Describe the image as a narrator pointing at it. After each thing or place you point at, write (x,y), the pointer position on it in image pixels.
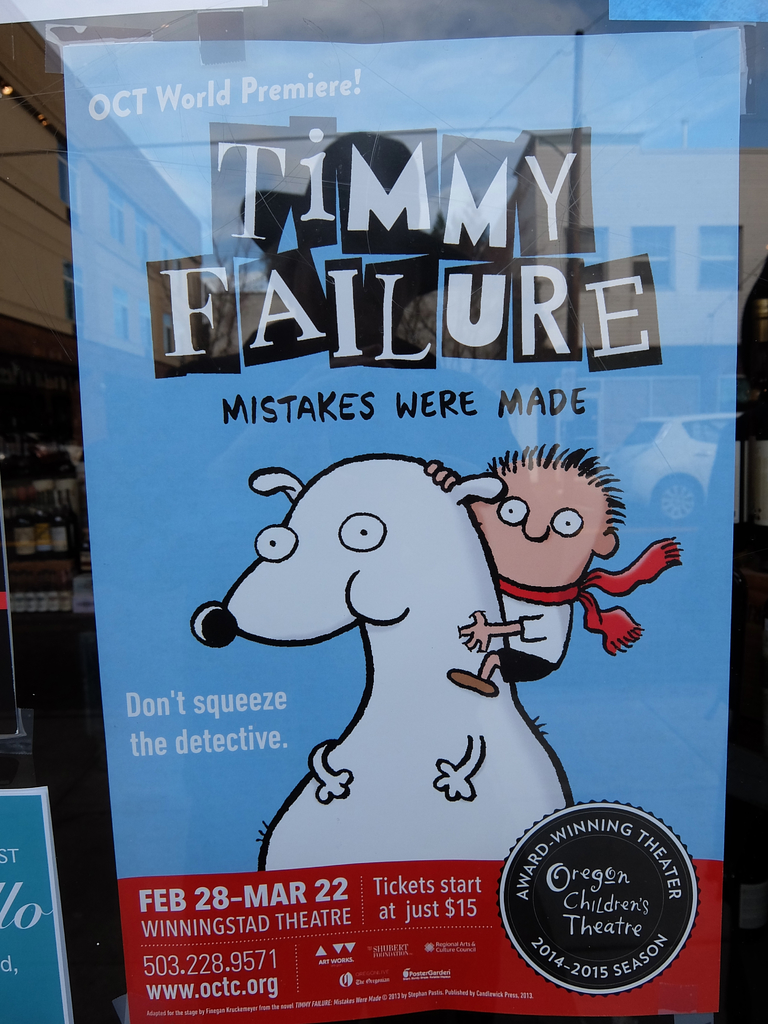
In this image we can see a poster (310,448) which is in blue and red color, on the poster (322,407) there is a some text (322,409), on the left side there are some bottles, on the right side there is a vehicle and in the background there is a building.
